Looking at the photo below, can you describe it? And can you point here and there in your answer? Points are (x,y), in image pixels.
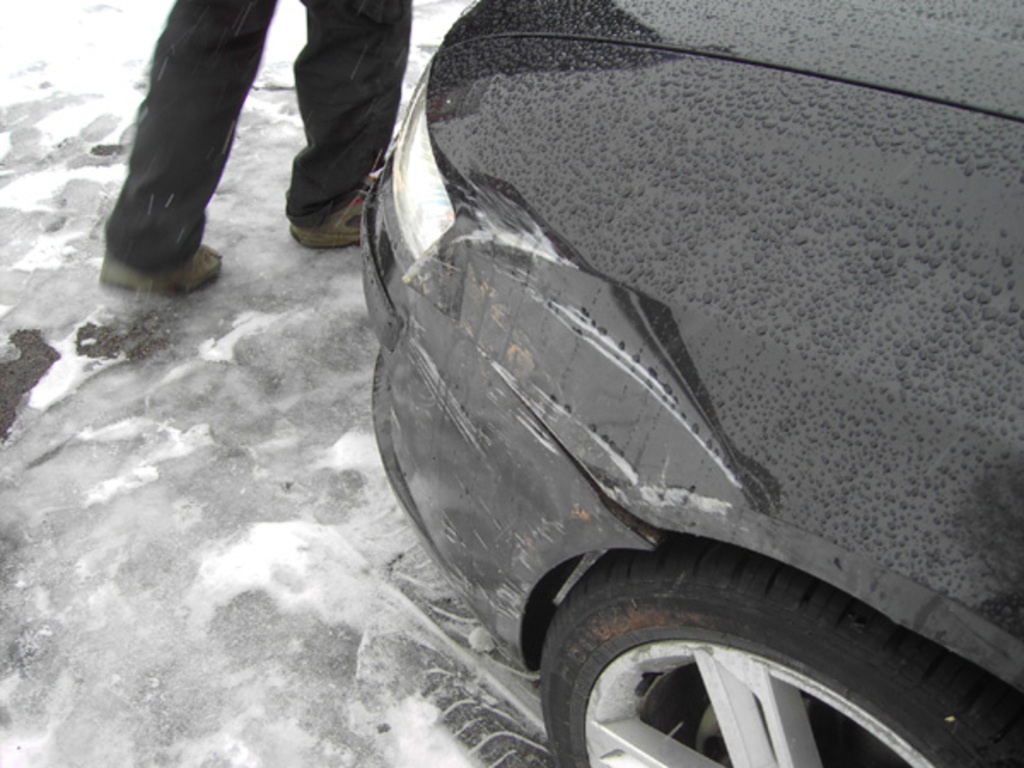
In this image there is some person (191,157) walking on the road (321,269) in rain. Part of the car (785,340) is visible in the right (826,667).
